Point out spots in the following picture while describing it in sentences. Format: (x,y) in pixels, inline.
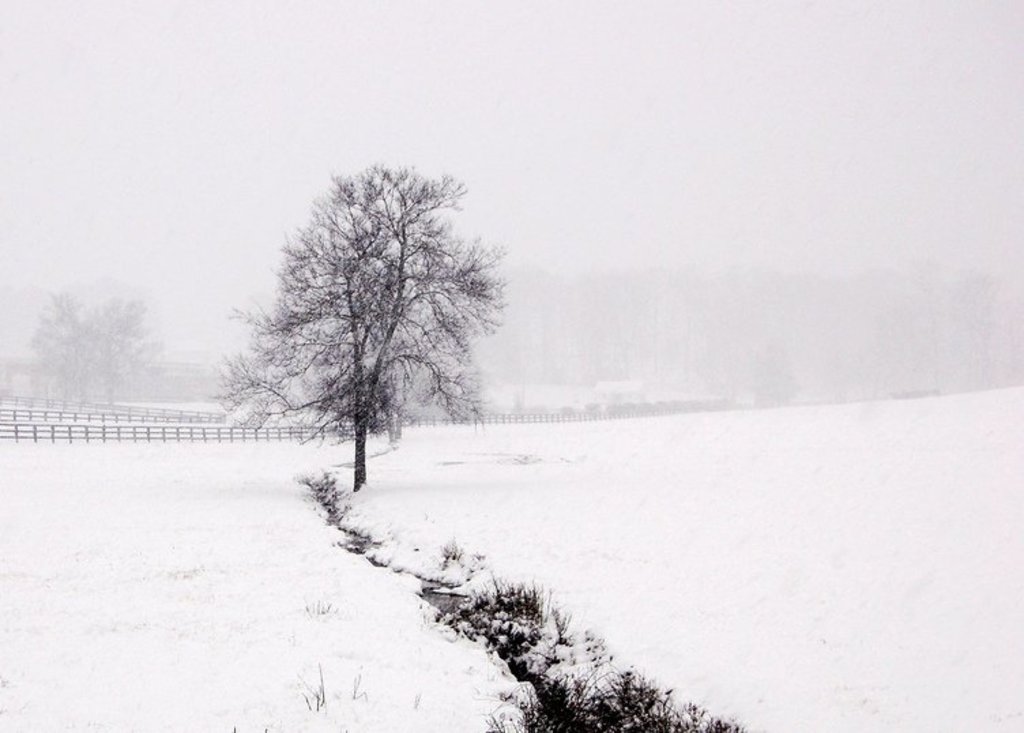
This image consists of grass (459,571), trees (445,362), fence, snow (448,519), fog (663,249) and the sky (506,204). This image is taken may be during a day.
